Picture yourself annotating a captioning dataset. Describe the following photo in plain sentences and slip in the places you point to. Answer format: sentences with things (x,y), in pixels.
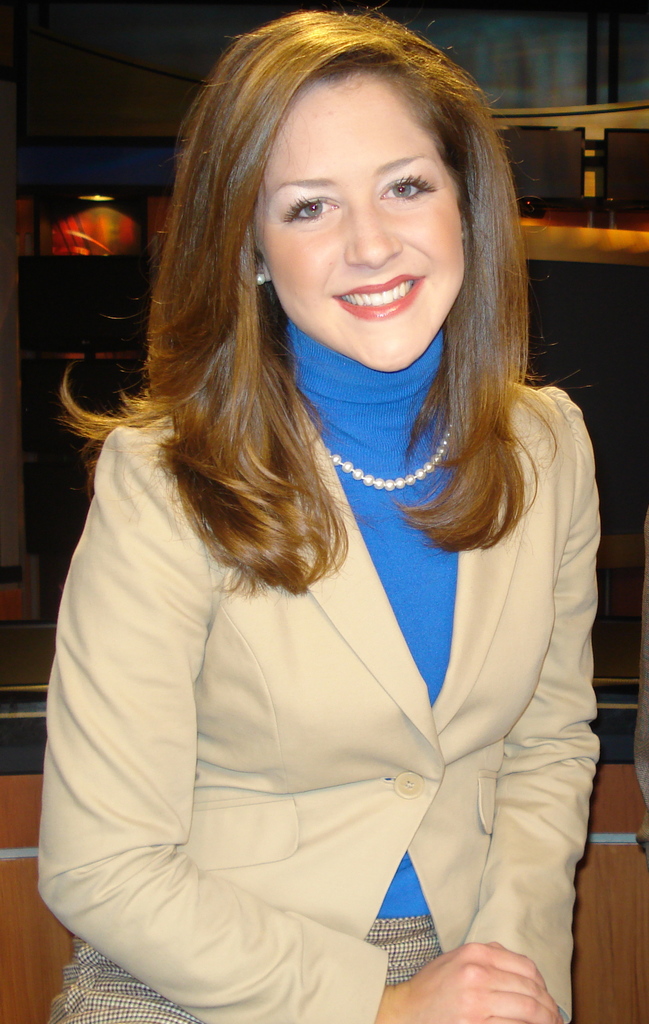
In the image we can see there is a woman (376,643) sitting and she is wearing a necklace (355,472) in her neck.
